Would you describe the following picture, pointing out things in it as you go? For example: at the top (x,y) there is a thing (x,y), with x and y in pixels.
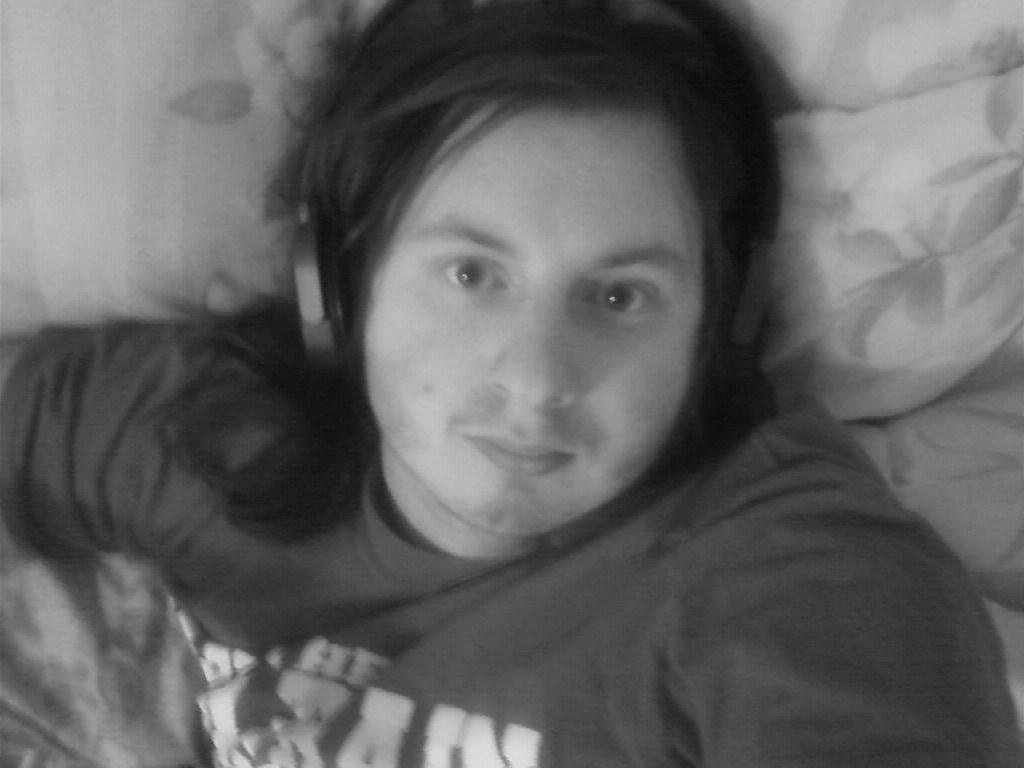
In this black and white picture there is a person (543,636) is lying on the bed (781,221) having a pillow (901,267). He is wearing a shirt (366,595) and headphones (308,270).
